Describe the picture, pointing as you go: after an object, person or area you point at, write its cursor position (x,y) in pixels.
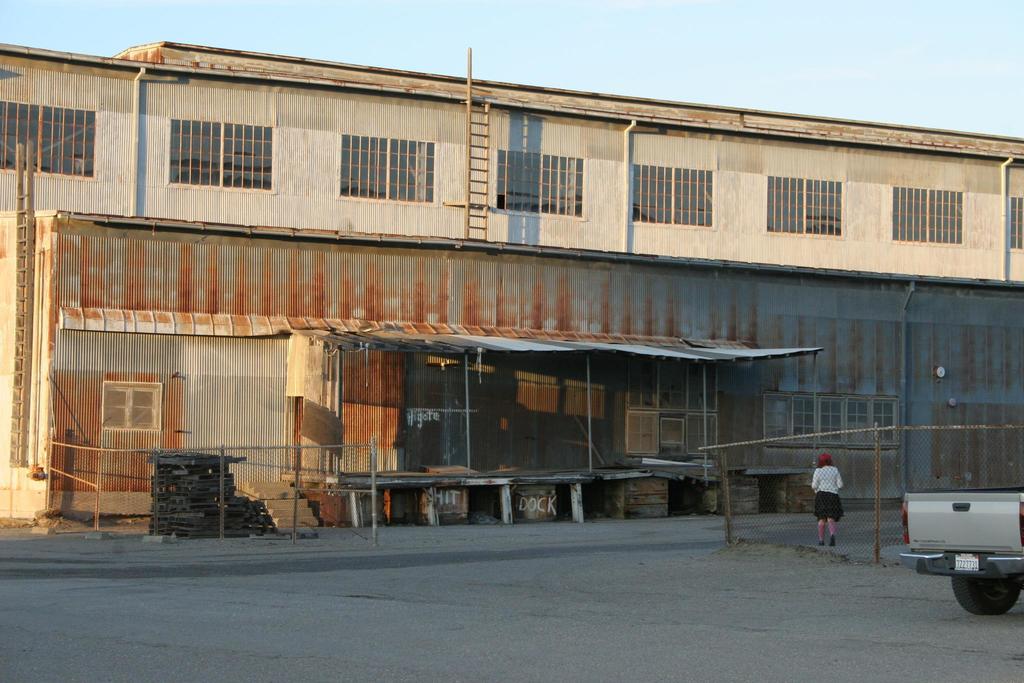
In this image I see a building (599,241) over here and I see 2 ladders (29,147) and I see the fencing (85,447) over here and I can also see the fencing (814,507) over here and I see a girl (827,491) over here and I see that there is a vehicle (930,529) over here and I see the path (9,606). In the background (98,4) I see the blue sky (803,42) and I see 2 words (543,512) written over here and I see the steps (264,502) over here.
